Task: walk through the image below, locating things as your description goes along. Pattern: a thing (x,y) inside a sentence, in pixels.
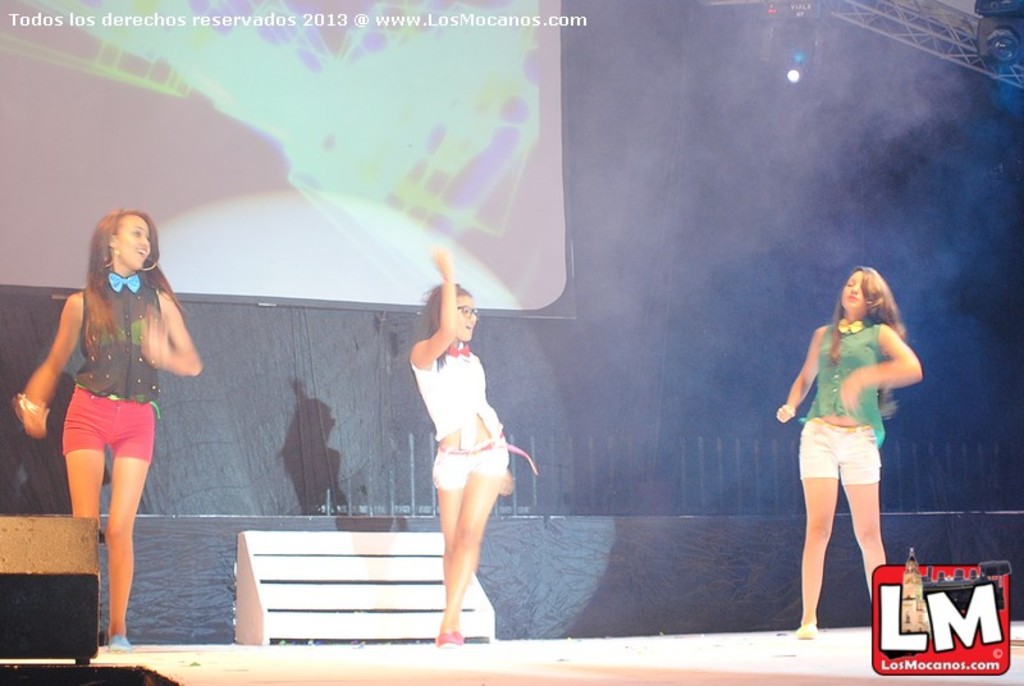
In this image we can see women (80,401) performing on the dais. In the background (510,162) there is a display screen (442,184) to the wall (622,124), iron grills (964,51) and electric lights (1010,54).
